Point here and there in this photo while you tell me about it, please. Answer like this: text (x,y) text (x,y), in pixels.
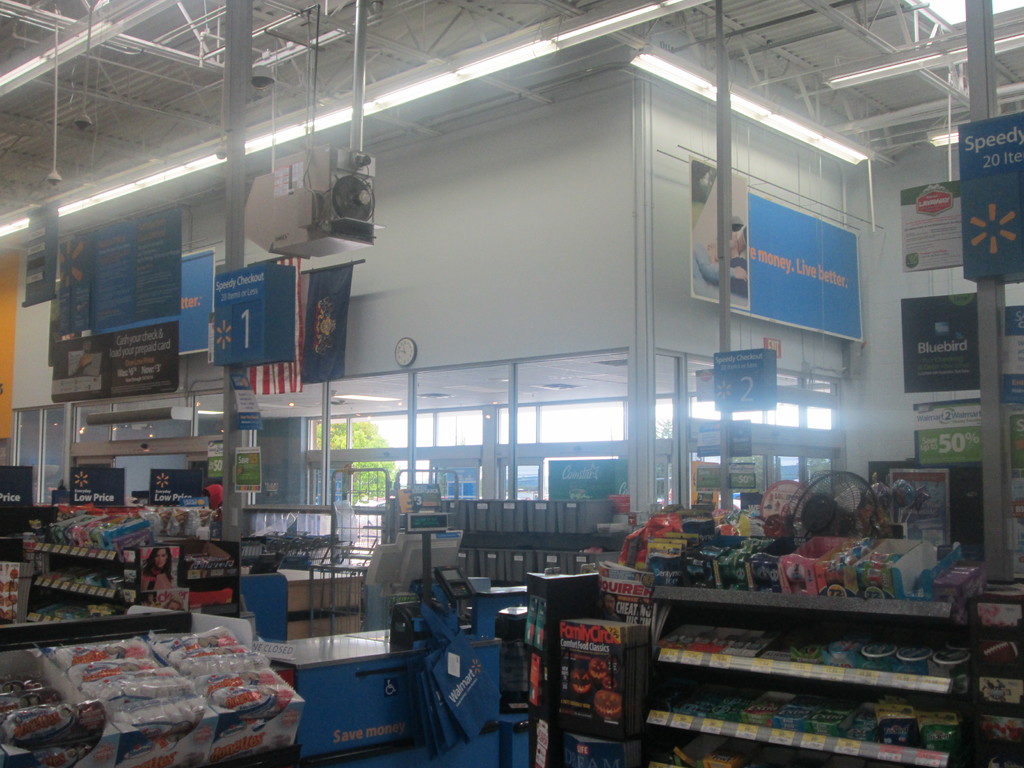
Here in this picture we can see an inside view of a store (712,673), as we can see number of food items (105,521) and other items (910,654) present in the rack (726,671) over there and we can see hoardings (965,262) present on the poles (985,355) over there and we can also see machines (363,210) and CCTV cameras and lights (825,138) present on the roof (301,58) over there and we can also see some banners (949,344) present and outside the store (315,490) we can see trees (376,489) present in the far over there.
